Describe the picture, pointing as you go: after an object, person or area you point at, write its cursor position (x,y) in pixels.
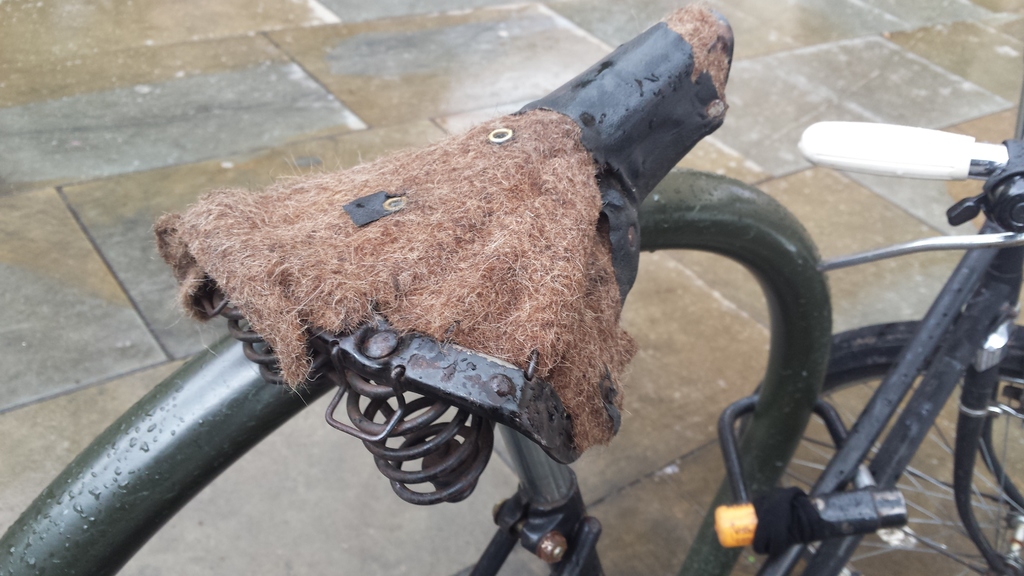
In this image we can see a bicycle (404,260) and its seat (522,206) which is made up of coir (678,28). In the background (770,149) there is floor (660,361).
